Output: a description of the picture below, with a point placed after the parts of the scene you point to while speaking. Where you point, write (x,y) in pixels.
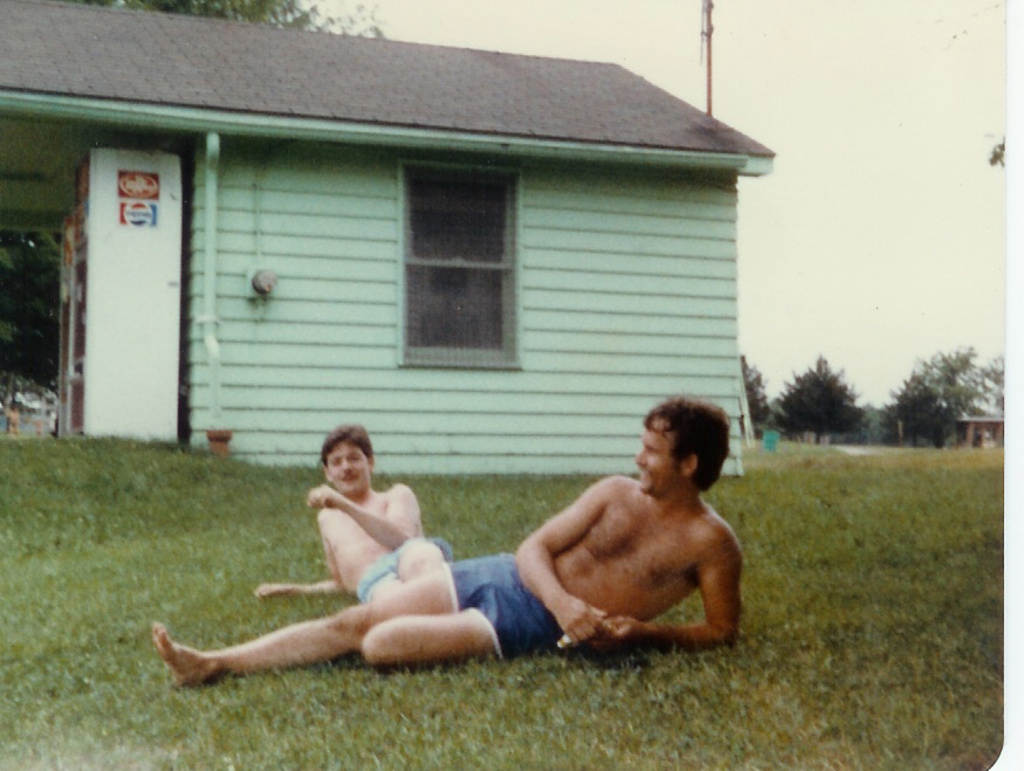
In this image I can see two persons (549,582) wearing blue color inner wear (499,598) laying on the grass (539,699). In the background (863,292) I can see a house (529,268), few pipes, few trees (955,373), a pole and the sky (776,98).
